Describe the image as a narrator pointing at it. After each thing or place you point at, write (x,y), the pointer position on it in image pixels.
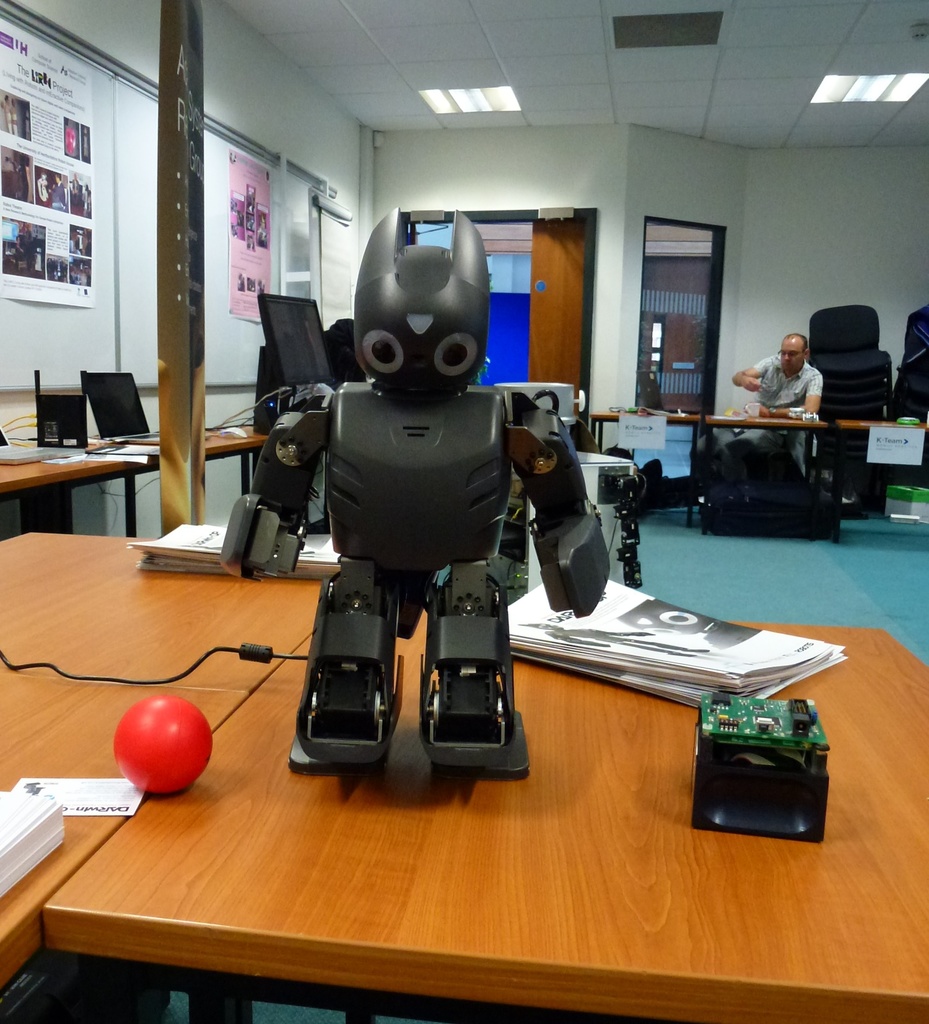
In this image I can see a robot (408,558) and papers (653,684) on the table (532,847). In the back (736,459) there is a person (729,445). To the left (254,212) there are some papers (36,239) attached to the wall (272,94).
